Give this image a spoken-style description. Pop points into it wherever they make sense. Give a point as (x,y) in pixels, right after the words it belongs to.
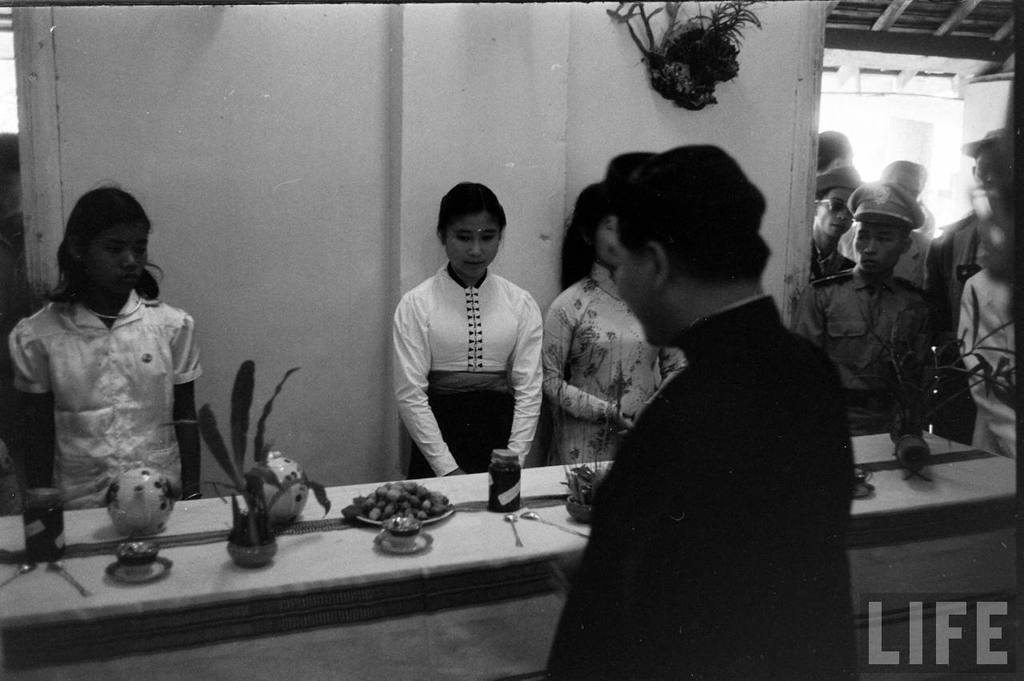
In this image, we can see three women (519,352) standing and there is a table (481,567), on that table (167,600) there are some objects (257,537) kept, we can see a man (719,508) standing, there are some people (1004,281) standing at the door (926,271), we can see a wall (276,88).
